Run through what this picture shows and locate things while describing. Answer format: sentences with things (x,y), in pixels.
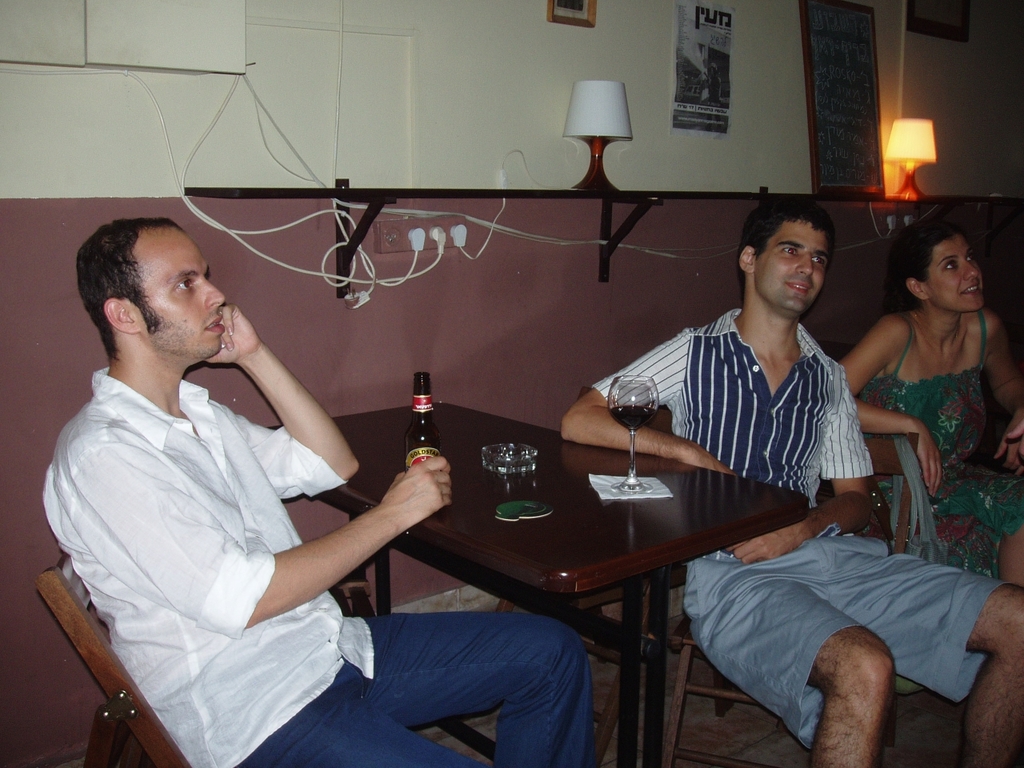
In this picture the three persons (267,553) are sitting on the chair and one person (287,523) is holding the bottle (417,436) behind the person (400,521) some wall (585,254) is there and some lights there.
